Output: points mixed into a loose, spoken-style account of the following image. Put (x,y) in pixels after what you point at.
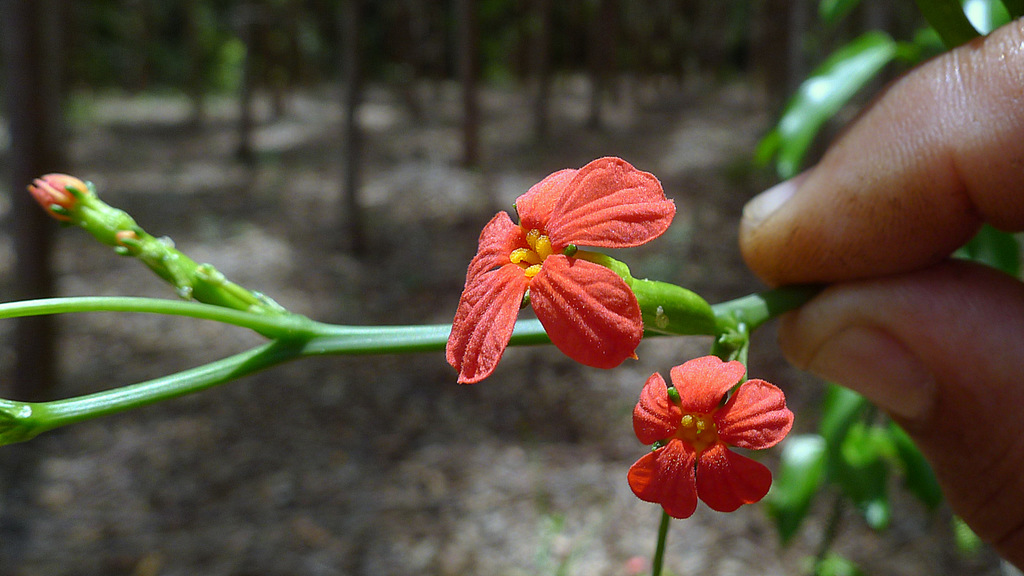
As we can see in the image there is a human hand (935,304) holding plant (734,300). There are flowers (618,346). In the background (545,40) there are trees (562,36). The background (588,35) is blurred.
